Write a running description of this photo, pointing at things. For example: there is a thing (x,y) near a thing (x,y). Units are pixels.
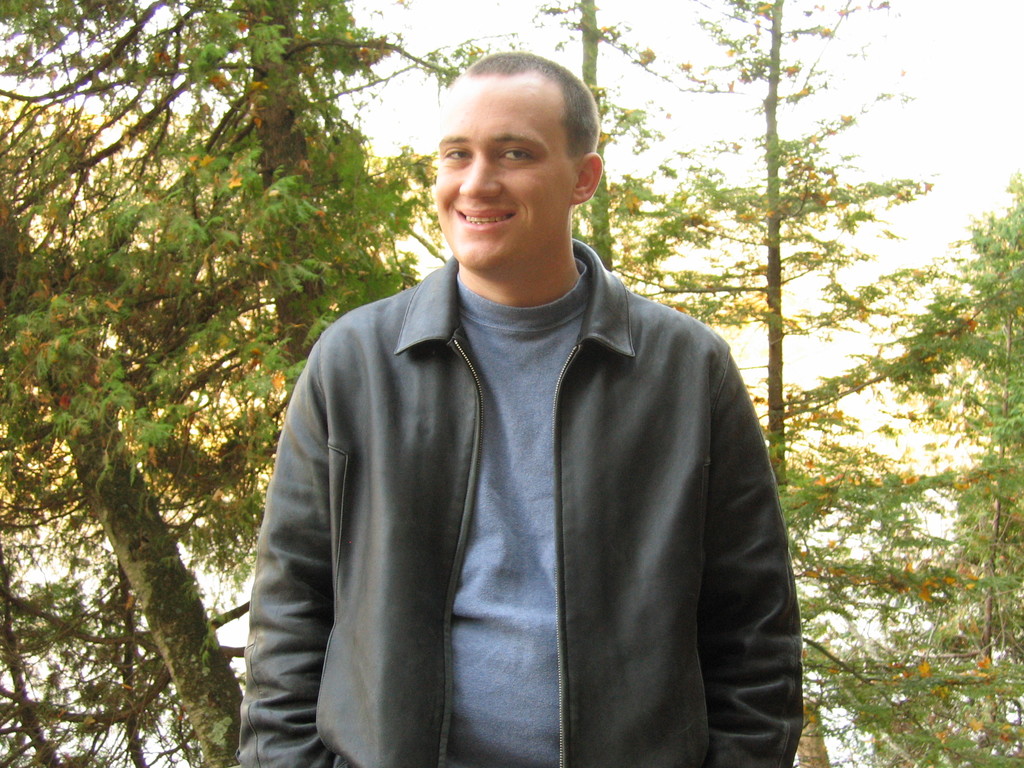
Here I can see a man (581,497) wearing a jacket (570,428), smiling and giving pose for the picture. In the background (778,296) there are many trees (816,483).
